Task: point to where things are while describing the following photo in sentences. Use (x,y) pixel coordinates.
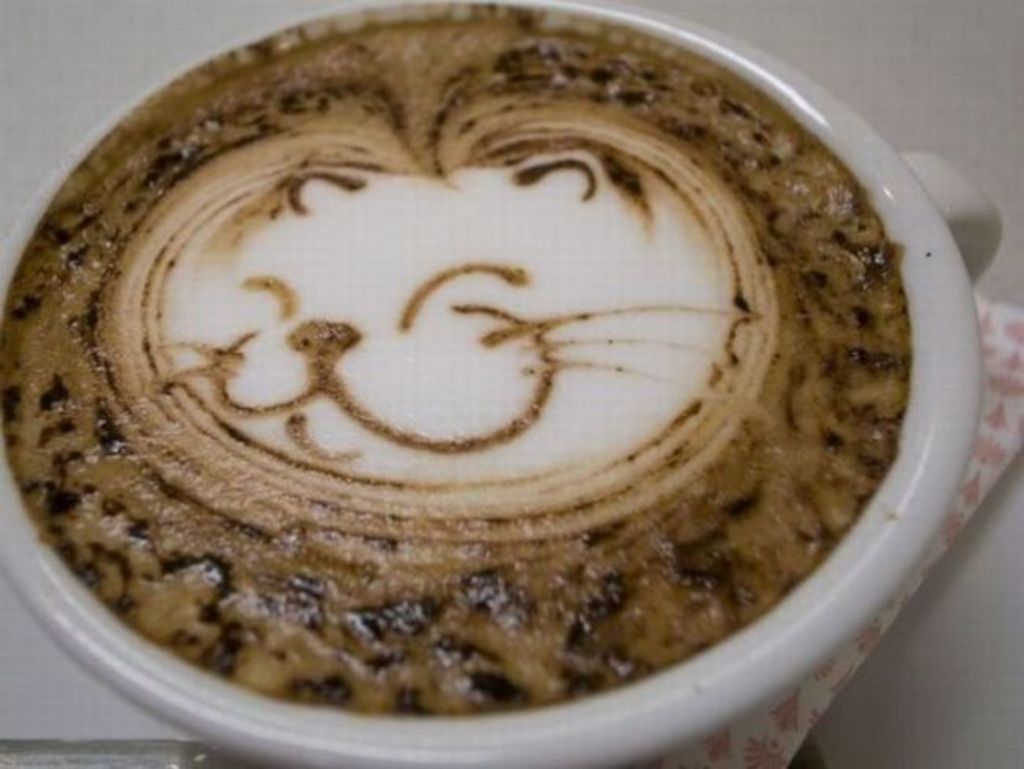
In the image there is white cup (946,324). Inside the cup (369,1) there is coffee (506,577). There is an art (730,262) on the top of the coffee (362,262).
